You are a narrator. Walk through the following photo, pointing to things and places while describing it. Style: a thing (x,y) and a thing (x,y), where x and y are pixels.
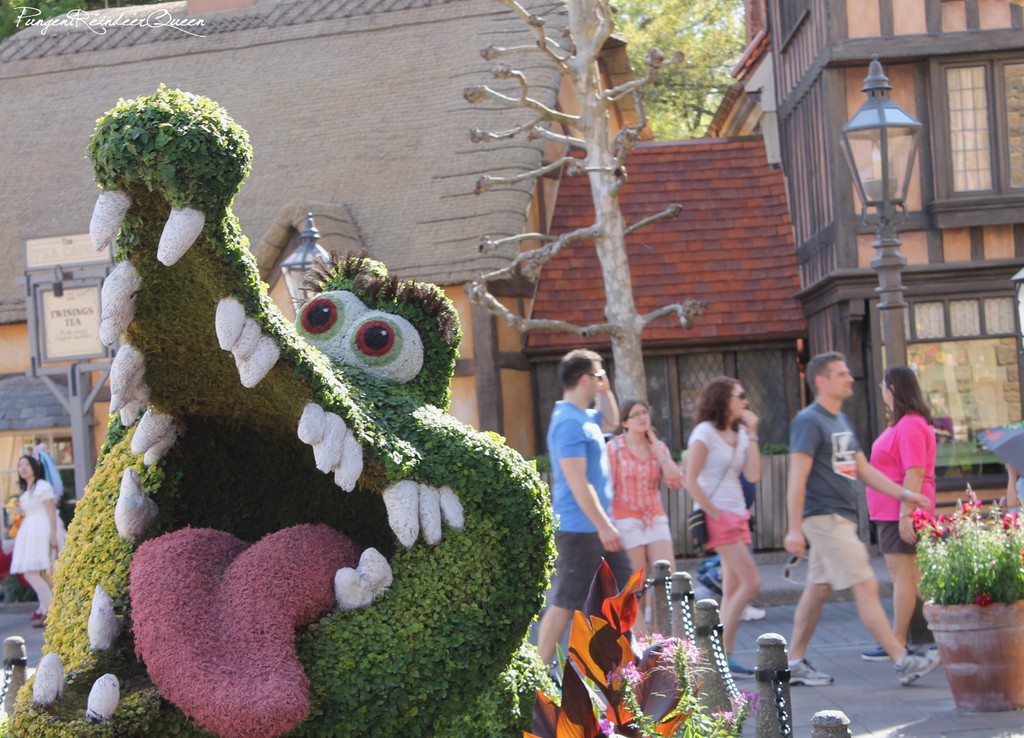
In this image there is a statue (379,712), in the background (744,527) people (563,518) are walking on road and there are trees (744,29) and houses (361,22).
